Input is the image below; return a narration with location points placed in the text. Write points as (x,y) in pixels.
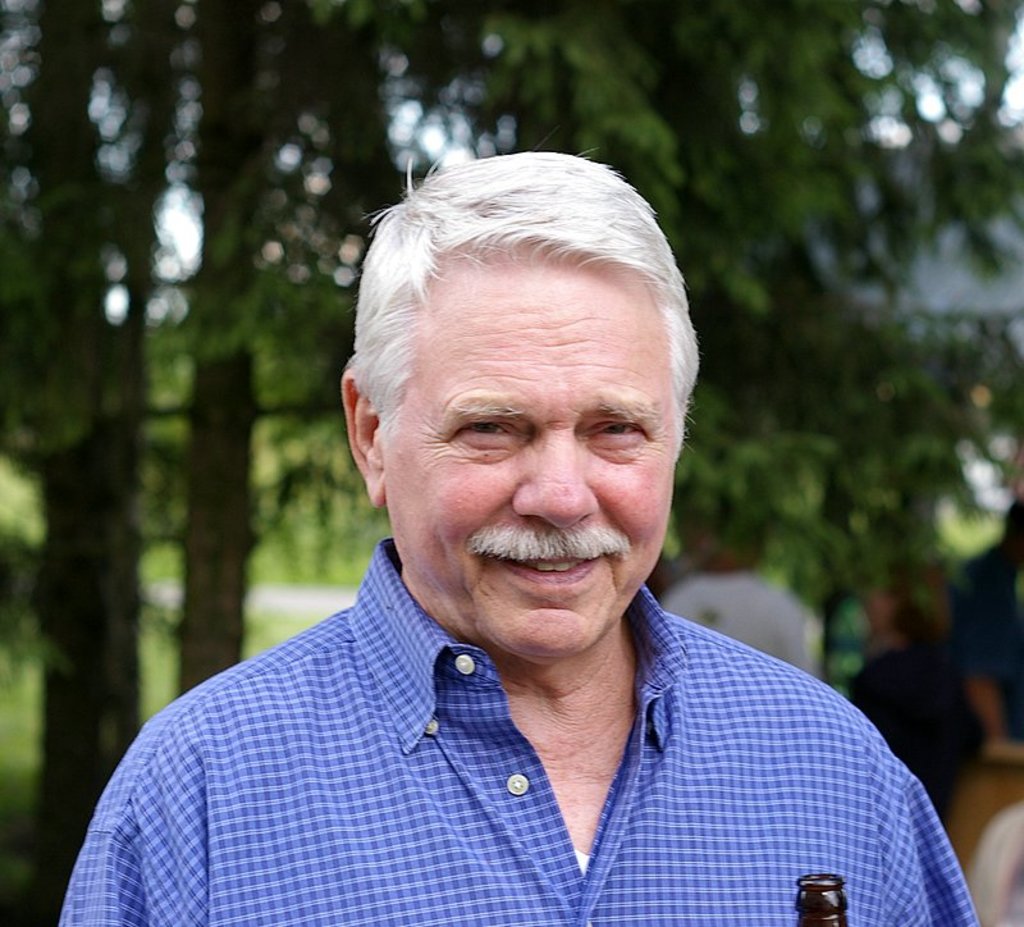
This picture is clicked outside. In the foreground (535,745) there is a man (653,832) wearing blue color shirt (653,832), smiling and in the background (1008,607) we can see the group of persons (974,709) and we can see the trees (69,626), plants (9,665) and some other objects (1010,285).
